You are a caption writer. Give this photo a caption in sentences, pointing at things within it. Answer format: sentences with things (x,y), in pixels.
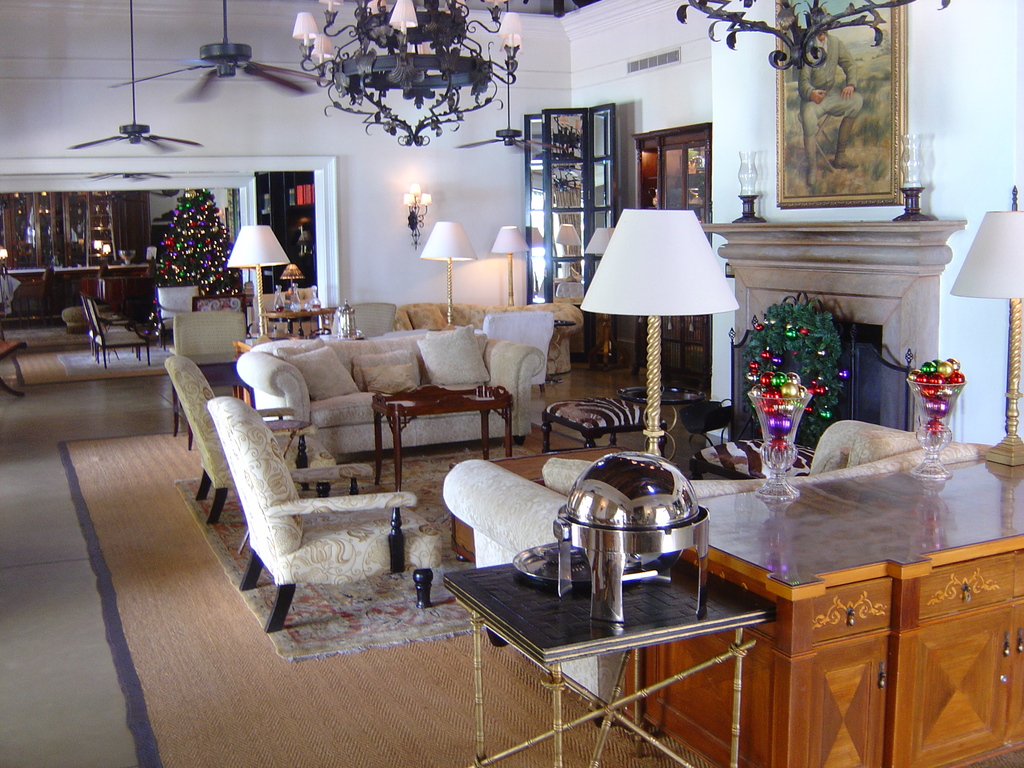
This is a picture of a living room (419,409) where we have couch (370,407), chairs (202,385), pillows (336,379), lamps (510,244), fans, chandelier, frame (866,153) attached to wall (994,158), tree (223,290), glasses (768,422), cupboards (981,686), fireplace (746,361), rack (586,152), wall (417,162), carpet (190,565).
